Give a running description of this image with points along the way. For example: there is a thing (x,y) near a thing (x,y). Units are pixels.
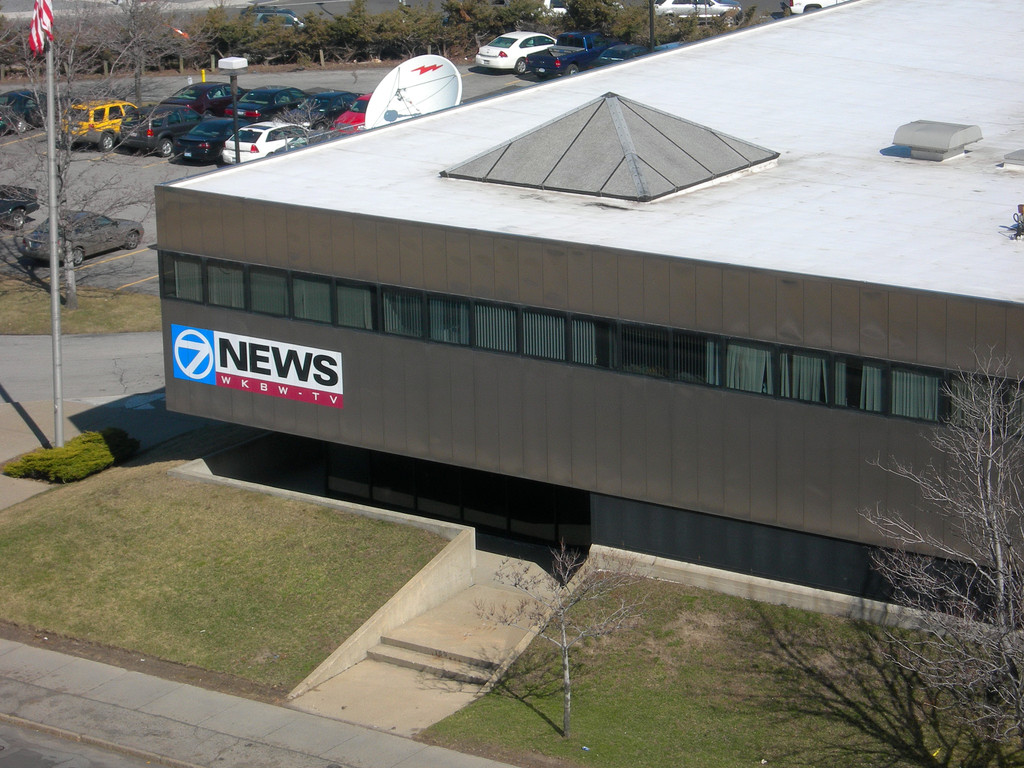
In this image we can see flag (45,24), pole (51,260), building (678,281), trees (2,23), grass (333,588), vehicles (248,103) and dish (416,83).
